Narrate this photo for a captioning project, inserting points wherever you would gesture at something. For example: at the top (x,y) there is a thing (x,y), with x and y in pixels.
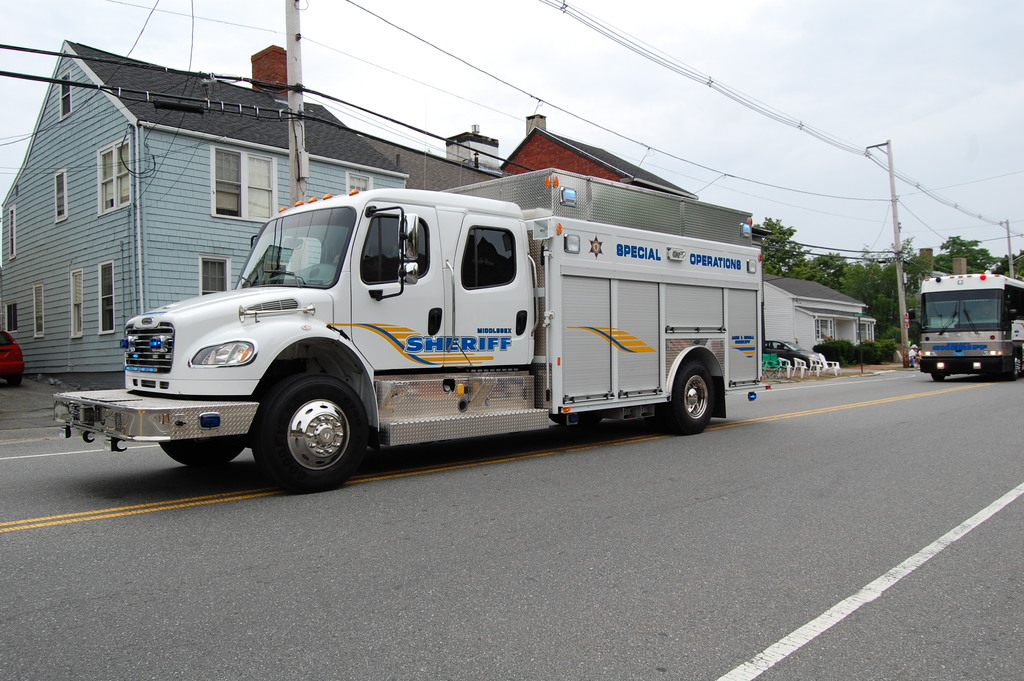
In this image, there are a few vehicles (945,291). We can see the ground (858,376) and some houses (807,286). We can see some chairs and poles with wires (254,84). We can also see a person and the sky (978,60). There are a few trees (897,311).
